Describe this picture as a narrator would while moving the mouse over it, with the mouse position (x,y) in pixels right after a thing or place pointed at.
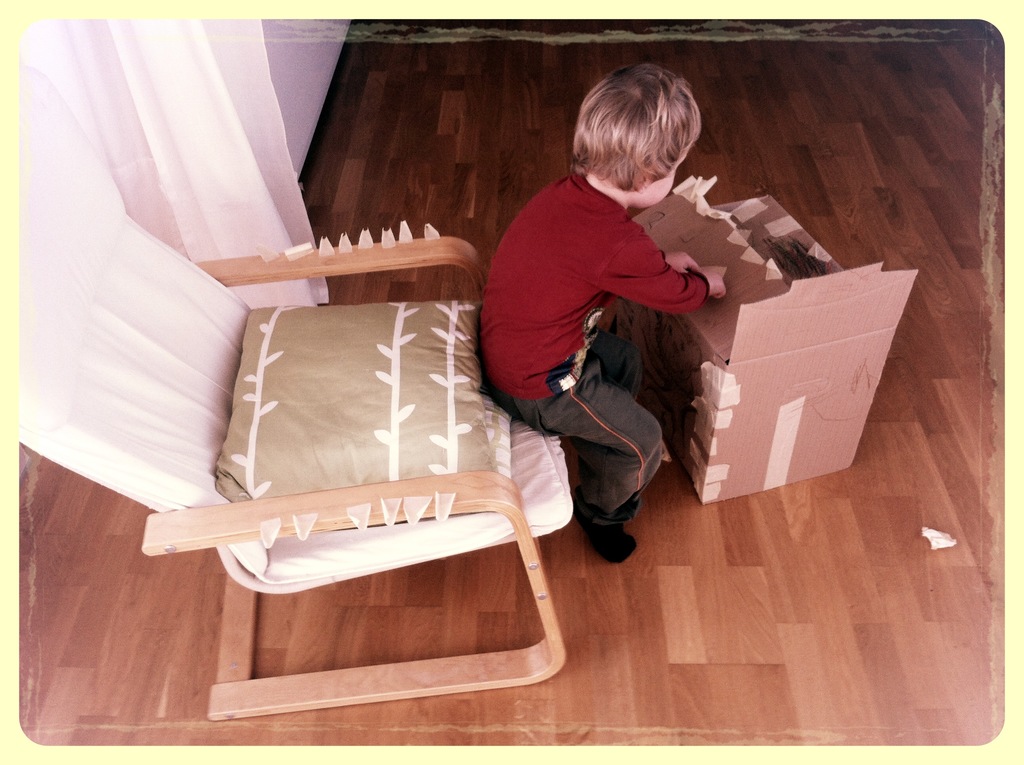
There is a boy (538,419) sitting on chair (134,363), in front this boy (690,273) we can see card board box (764,308). We can see curtain (139,116) and floor (337,285).
